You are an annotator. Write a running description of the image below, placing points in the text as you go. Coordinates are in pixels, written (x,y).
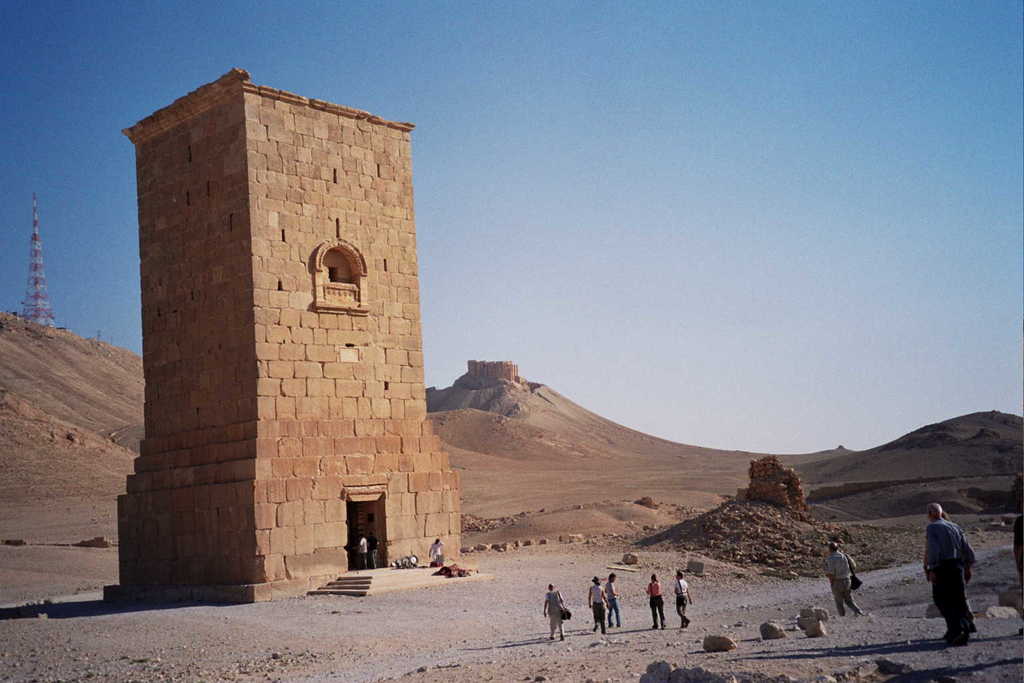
At the center of the image (372,345) there is a rock structure (303,424), in front of that, there are a few people (658,608) standing and walking on the surface (477,597). In the background (503,441) there are mountains (142,406), tower (47,298) and the sky (544,299).
